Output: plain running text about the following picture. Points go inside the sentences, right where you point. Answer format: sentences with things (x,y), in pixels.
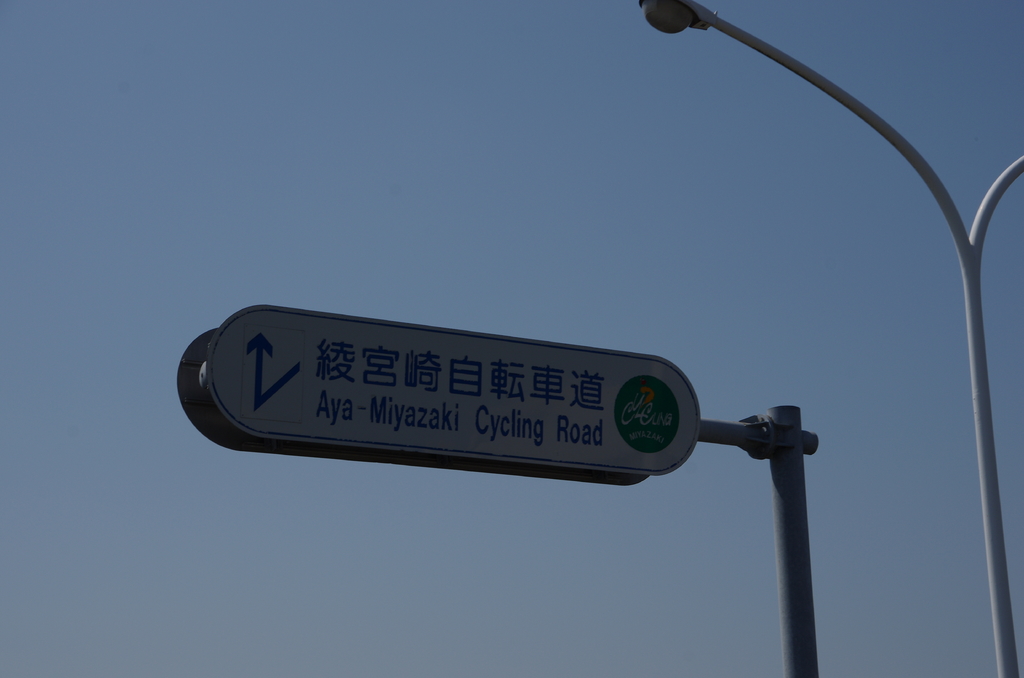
On the right side of the image (1013,656) we can see a pole (802,663). In the center (484,436) there is a sign board (489,433). In the background (562,305) there is sky (347,193).
